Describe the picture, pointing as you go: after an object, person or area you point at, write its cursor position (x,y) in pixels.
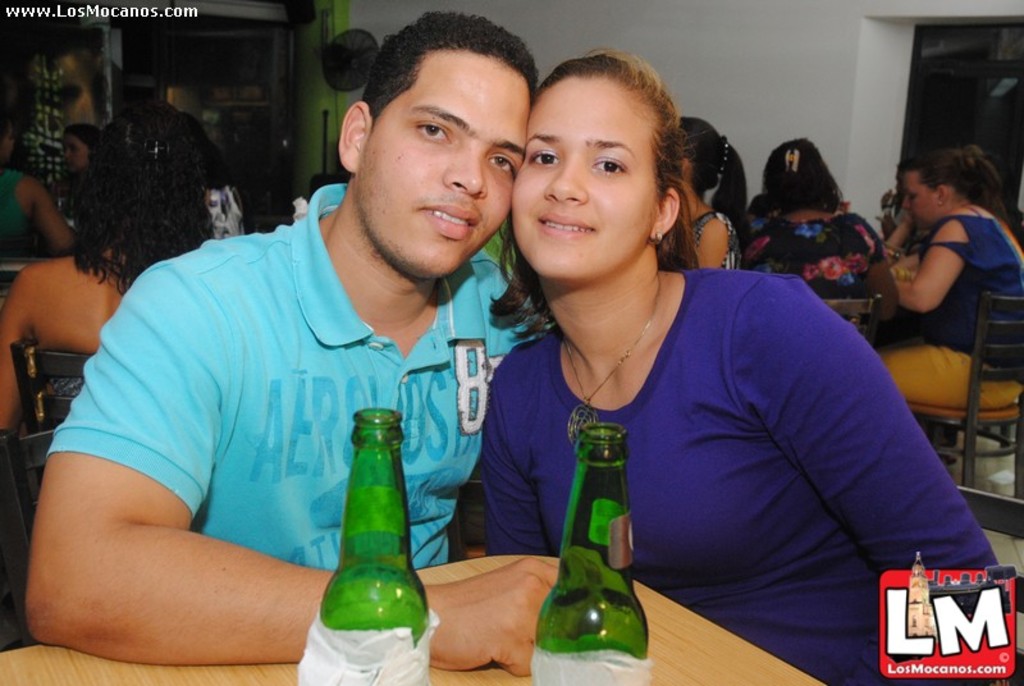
This picture there is a man (457,230) and woman (556,315) sitting on the chair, there is a table (124,684) in front of them, with two beer bottles (635,611) kept on it and in the backdrop (709,167) there are few women (843,217) sitting here and there are some other people (35,204) sitting over here and in the background (161,63) there is a door (247,45) and there's a wall (761,13).
